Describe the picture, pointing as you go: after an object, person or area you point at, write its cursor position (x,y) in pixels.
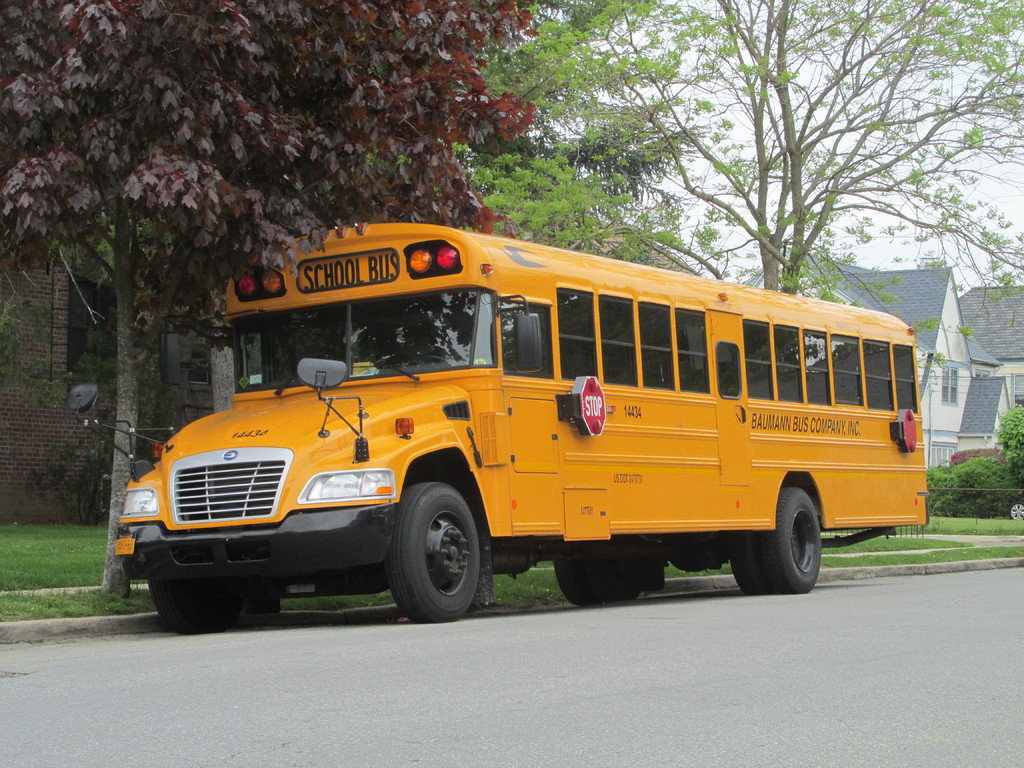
In this image I can see there is a bus (530,472) on the road (751,646). And at the side there is a grass (62,538), Car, Trees (360,192) and building (975,301). And at the top (874,147) there is a sky (991,181).
